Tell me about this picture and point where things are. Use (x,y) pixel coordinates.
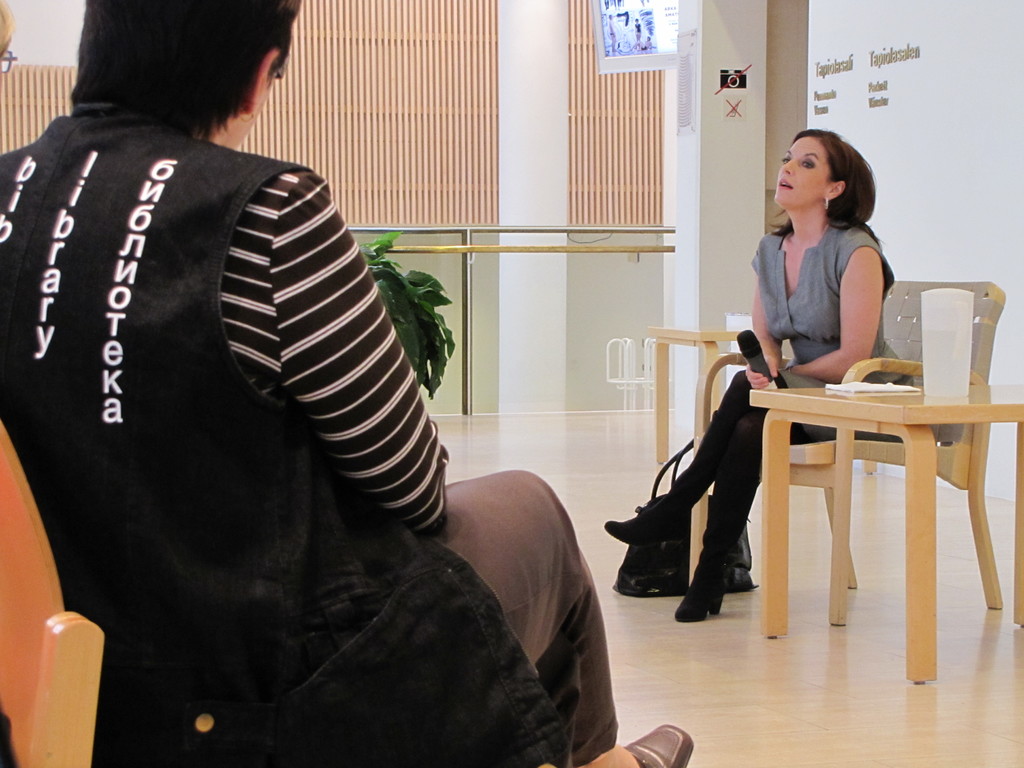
In the left (333,294) a man (412,529) is sitting in the chair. On the right (730,421) a girl (741,414) is holding a microphone (771,380) in the middle (641,358) there is a glass railing (598,363).
